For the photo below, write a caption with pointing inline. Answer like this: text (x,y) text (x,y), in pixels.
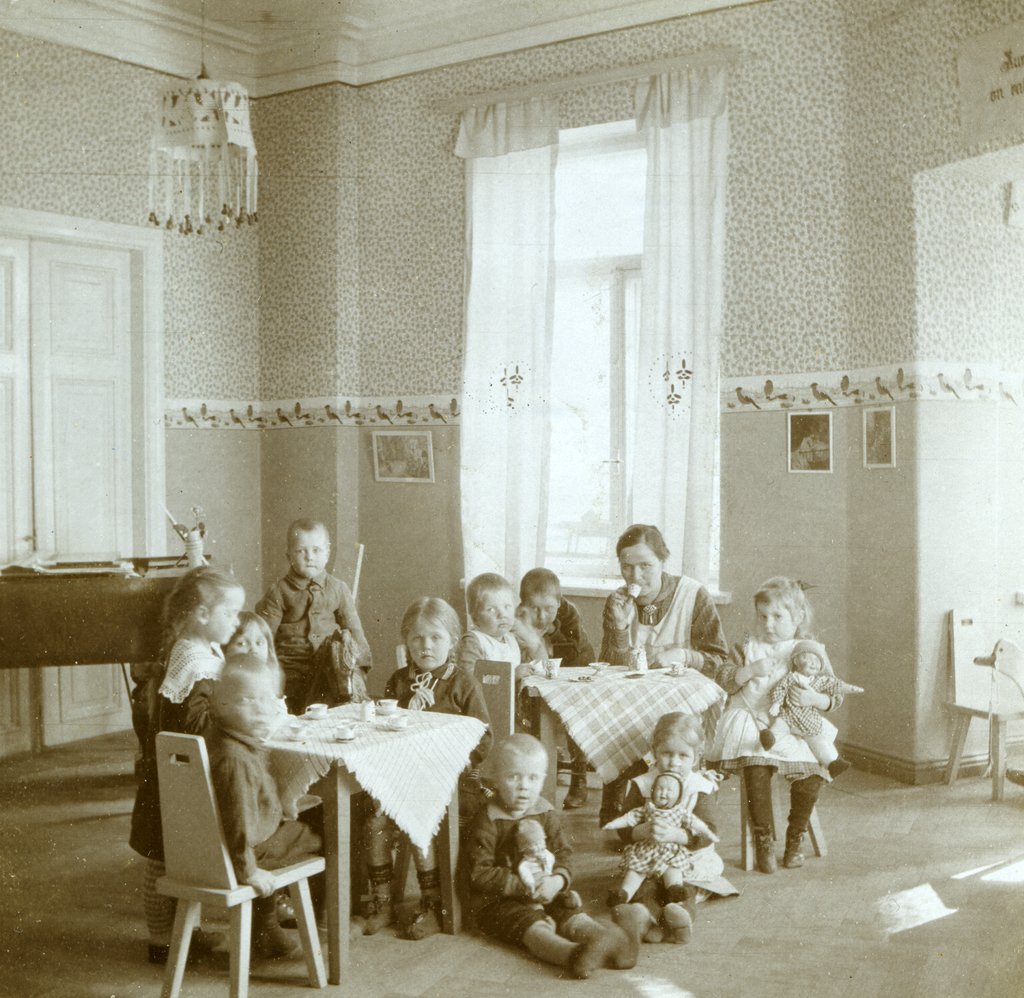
In this image i can see few children (262,735) sitting on chairs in front of a table (382,731), few children (202,718) standing and few children (514,928) sitting on floor (593,855) holding dolls (661,811). In the background (458,294) i can see the wall (300,299), a chandelier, the door (29,342), a table (28,639), few photo frames (399,459), a chair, the window (593,352) and the curtain (527,328).
